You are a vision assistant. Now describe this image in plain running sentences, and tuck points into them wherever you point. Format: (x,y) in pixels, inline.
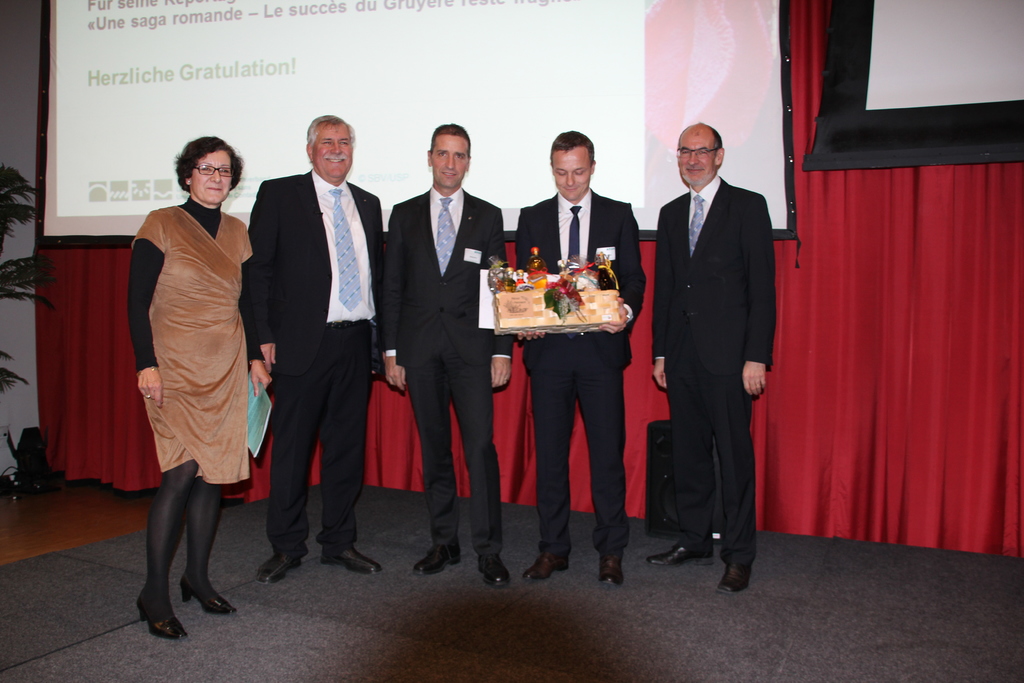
In the image there are few people (488,205) standing and there is a man (608,326) holding the packet (505,306) in his hand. Behind them there is a red color curtain (800,124) with screens (591,89) on it. On the left side of the image (13,182) there is a plant (13,268) with leaves (10,198). They are standing on the black surface (387,652).
